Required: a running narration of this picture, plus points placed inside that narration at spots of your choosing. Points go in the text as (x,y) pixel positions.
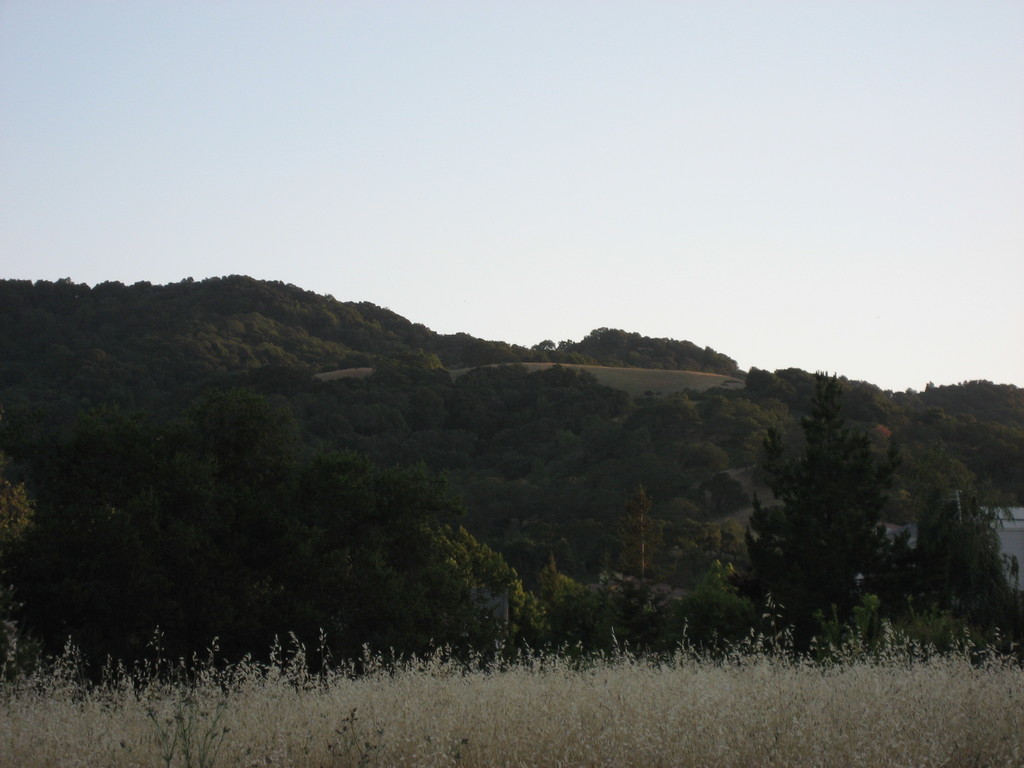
In this picture we can see trees (267,545) and we can see sky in the background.
